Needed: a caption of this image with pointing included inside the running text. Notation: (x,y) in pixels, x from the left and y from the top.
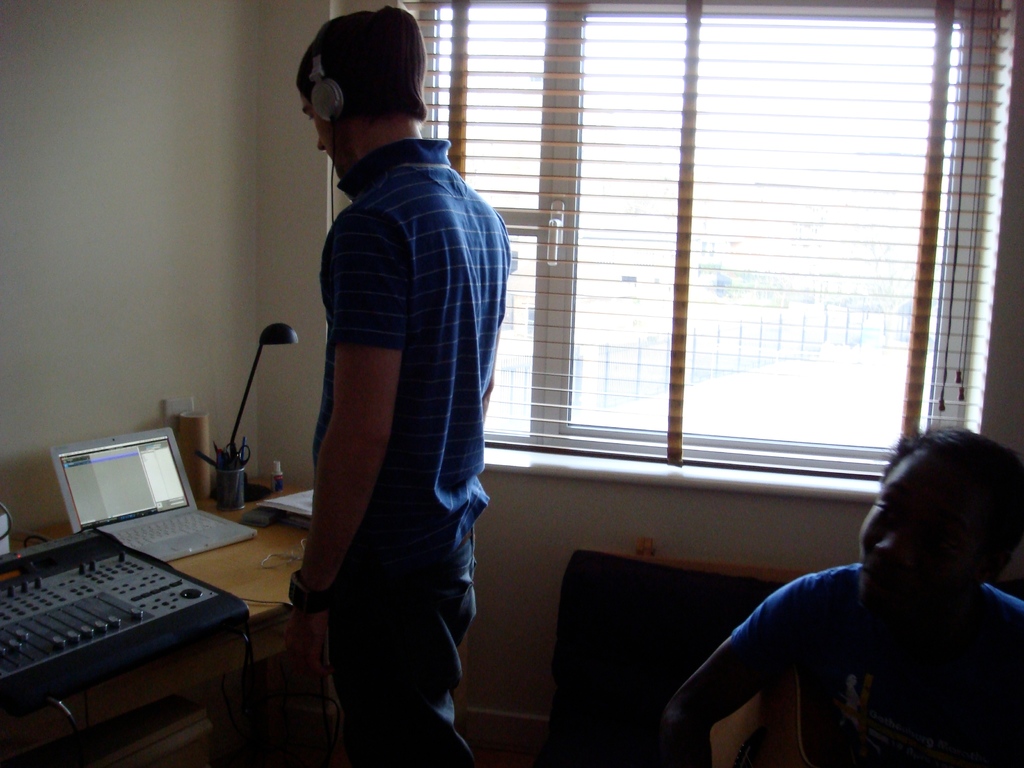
In this picture there is a man (434,753) standing and another person (789,606) sitting beside him. There is a laptop (237,535) in the front of the man (299,630), there is a equipment (81,551), a lamp (249,491). In the backdrop (293,410) there is a wall (193,233) and a window (752,308).
